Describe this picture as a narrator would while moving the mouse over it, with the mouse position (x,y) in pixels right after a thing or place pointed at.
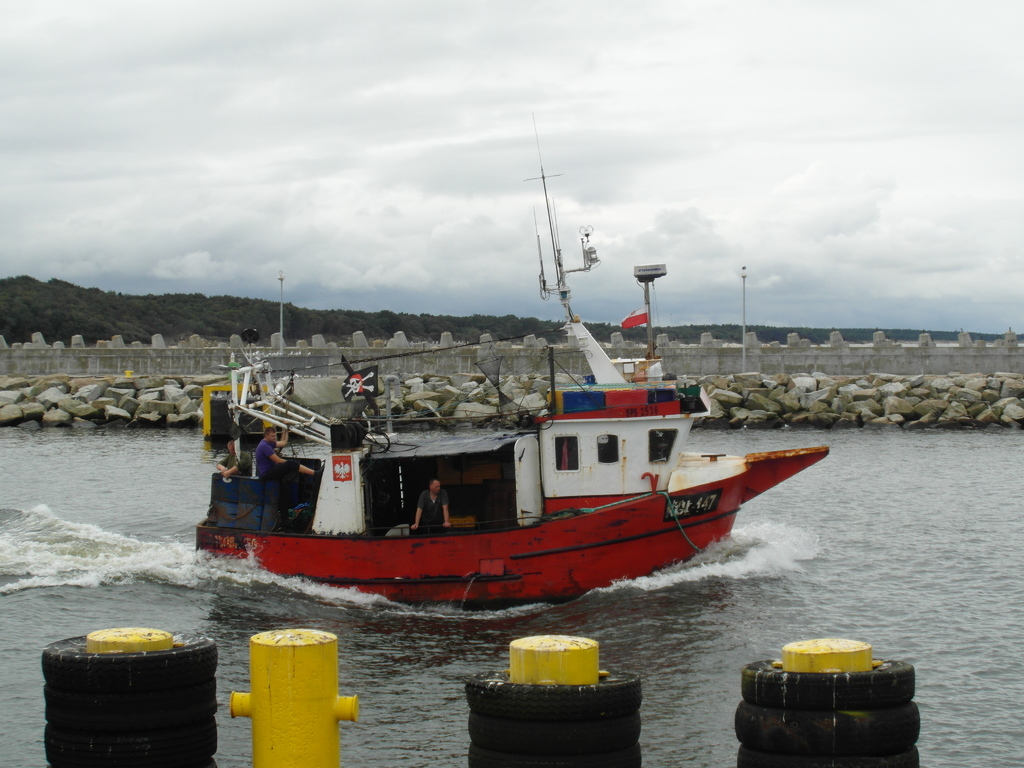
In the background (795,99) we can see the sky (610,89), poles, hills (594,323) and the thicket (93,312). In this picture we can see the wall (104,363), stones (185,382), boat (236,425), people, water (839,546). At the bottom portion of the picture (559,760) we can see the black tires (770,716) and yellow color small poles (310,668).
